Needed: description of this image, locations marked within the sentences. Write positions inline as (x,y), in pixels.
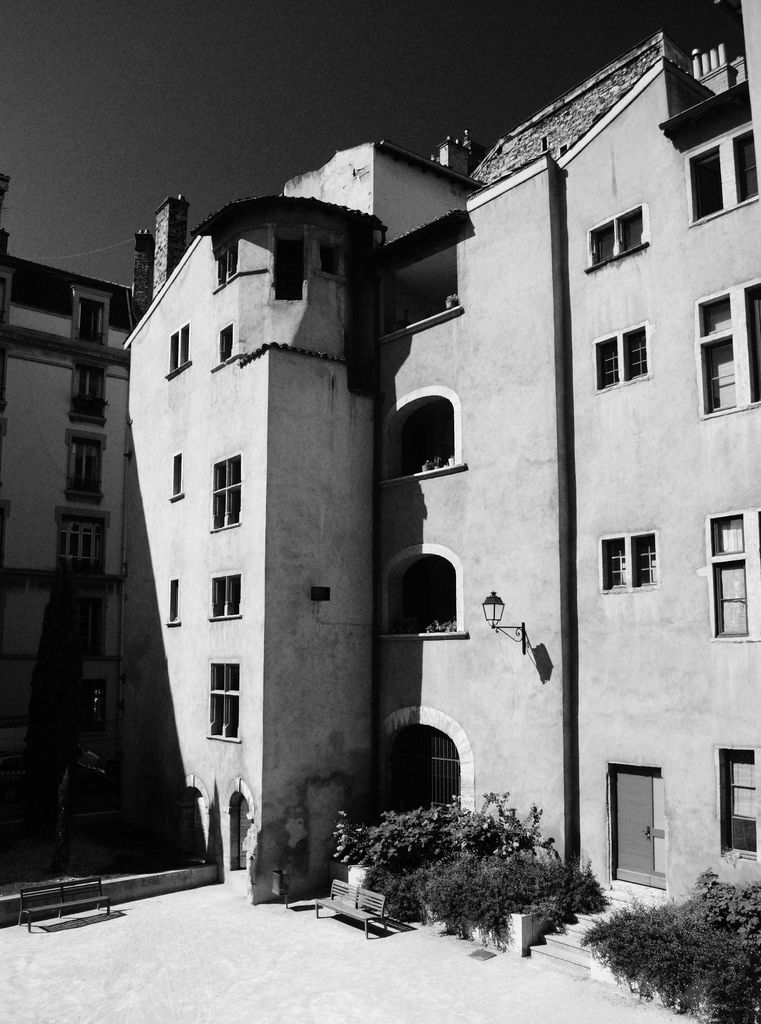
In this picture, we can see buildings (478,664) with windows (458,616), door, stairs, light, and we can see the ground (537,978), plants (607,945), benches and the sky (353,90).
